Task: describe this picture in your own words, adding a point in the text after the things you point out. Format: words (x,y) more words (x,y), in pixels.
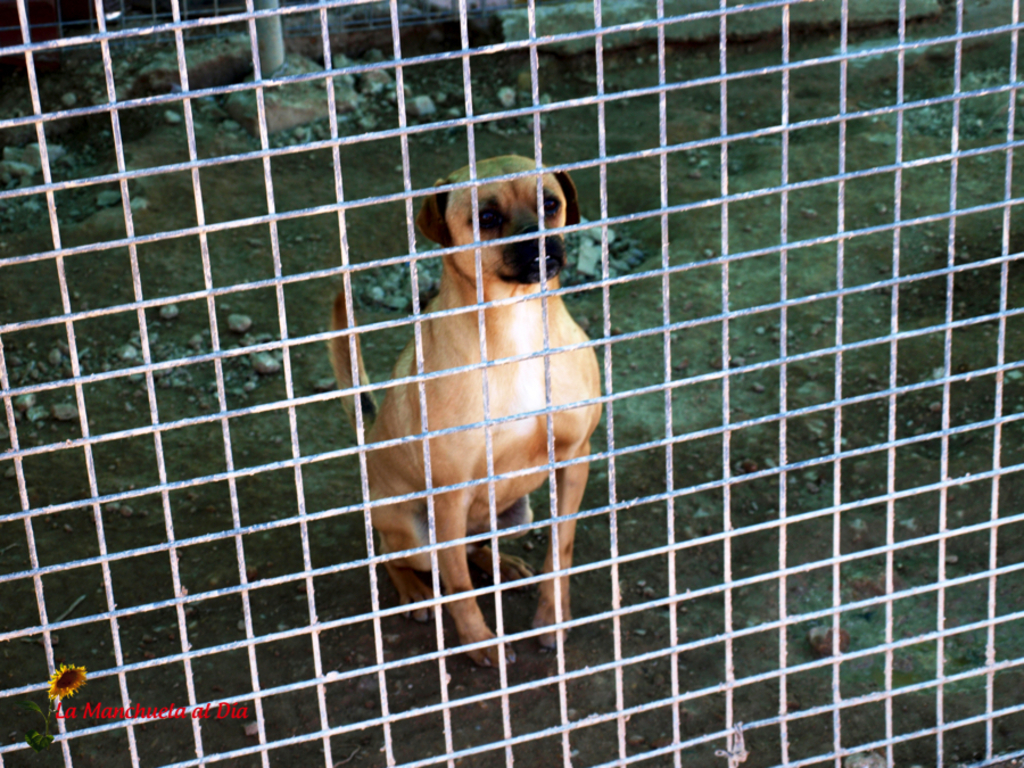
In this image in the front (495,302) there is a cage (492,478) and behind the cage (551,459) there is a dog (495,398) and there are stones (361,78) on the ground (246,255).
